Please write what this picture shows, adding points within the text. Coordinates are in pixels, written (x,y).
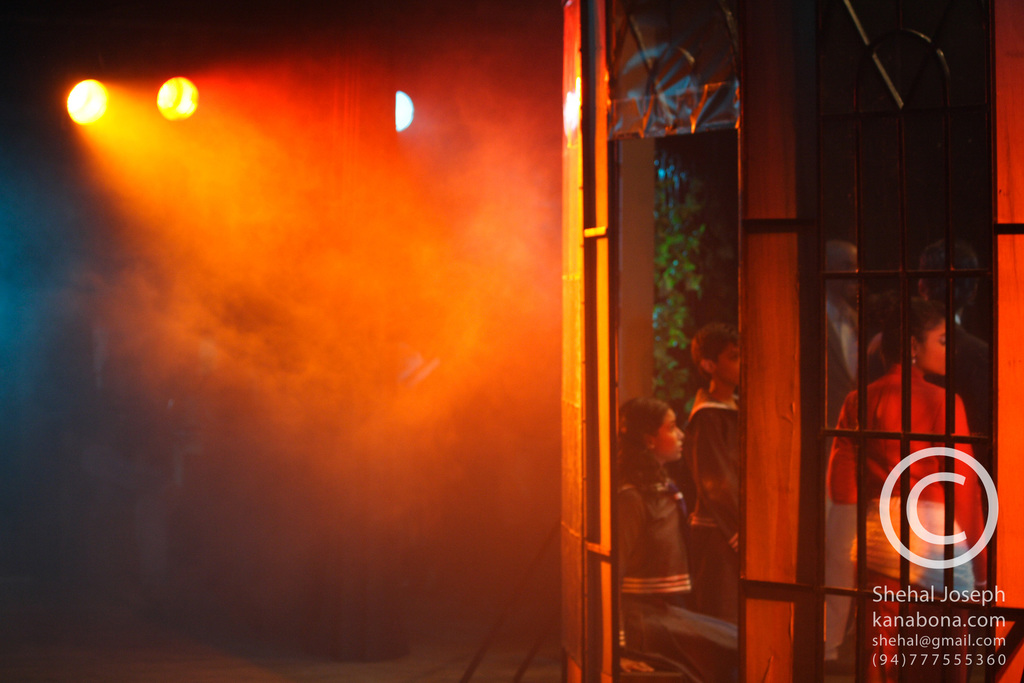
In the image there are lights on the left side (64,96), on the right side (832,270) there is a glass wall (840,327) with few people (893,391) standing behind it.
